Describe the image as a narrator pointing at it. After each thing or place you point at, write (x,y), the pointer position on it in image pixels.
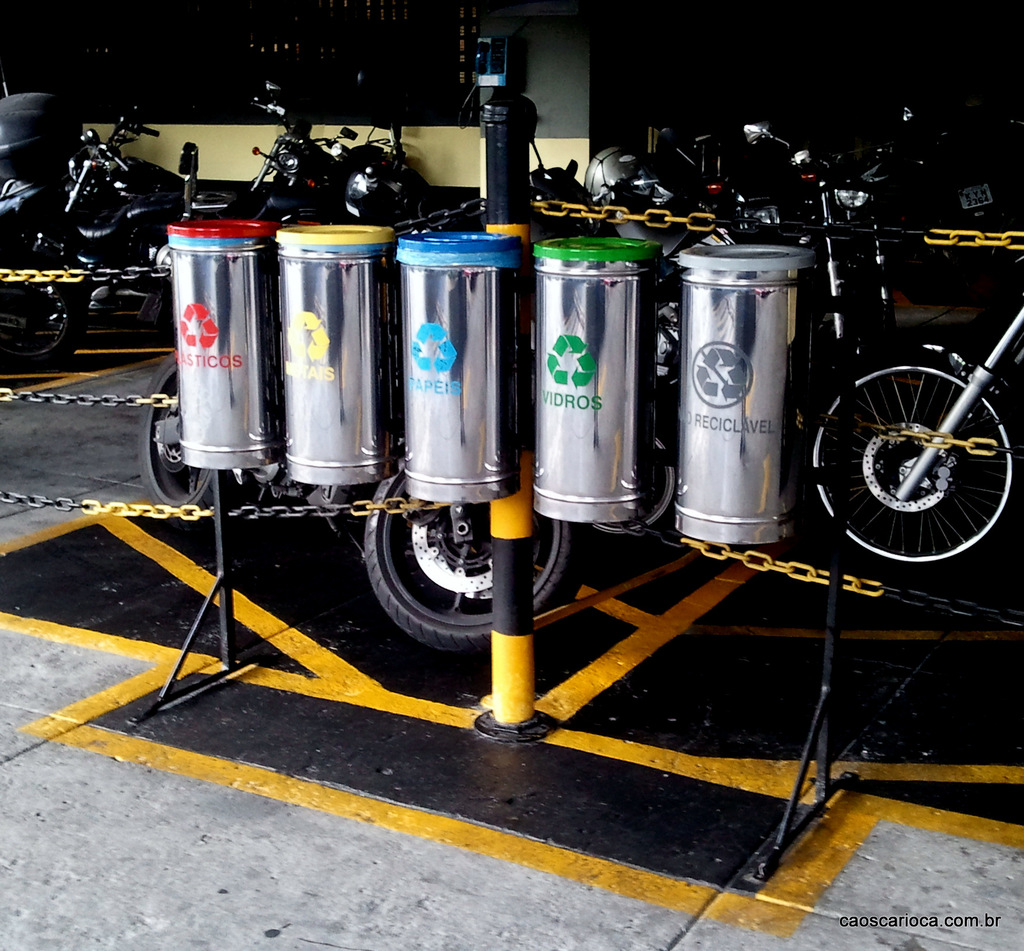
In this picture we can see five steel boxes (477,447). There are some chains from left to right. We can see few bikes (541,229) and a wall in the background (116,122).
